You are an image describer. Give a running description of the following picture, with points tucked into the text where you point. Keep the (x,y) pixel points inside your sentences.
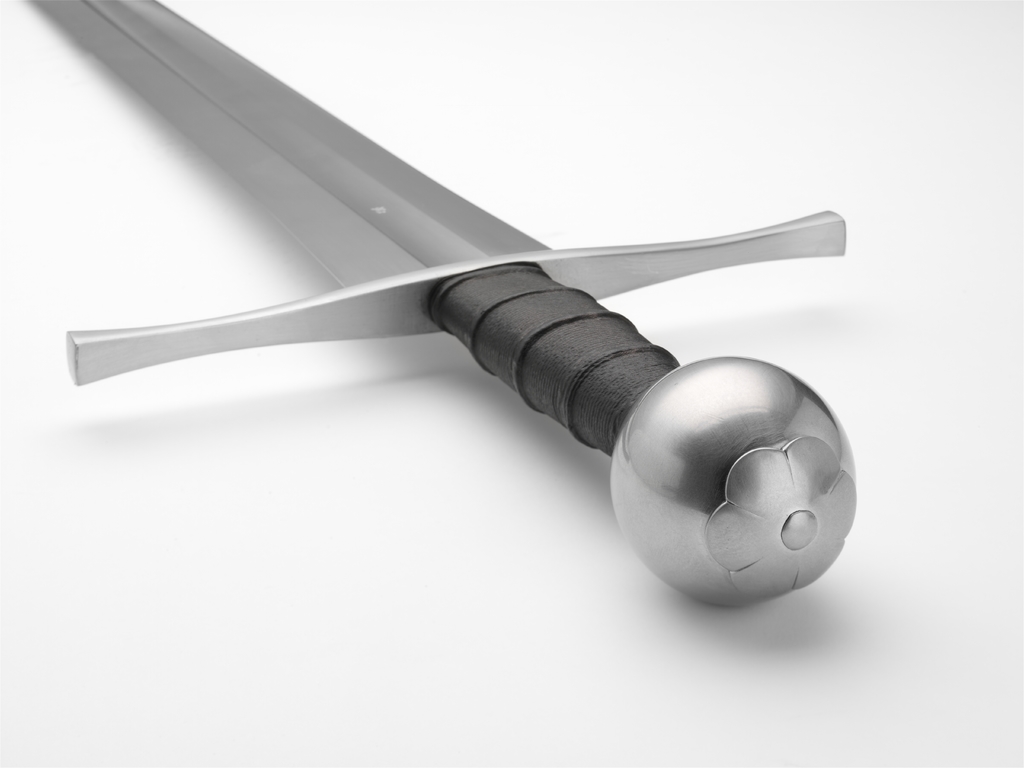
In this image I can see the white colored surface (656,127) and on the surface (710,88) I can see a sword (472,274) which is ash, silver and black in color.
